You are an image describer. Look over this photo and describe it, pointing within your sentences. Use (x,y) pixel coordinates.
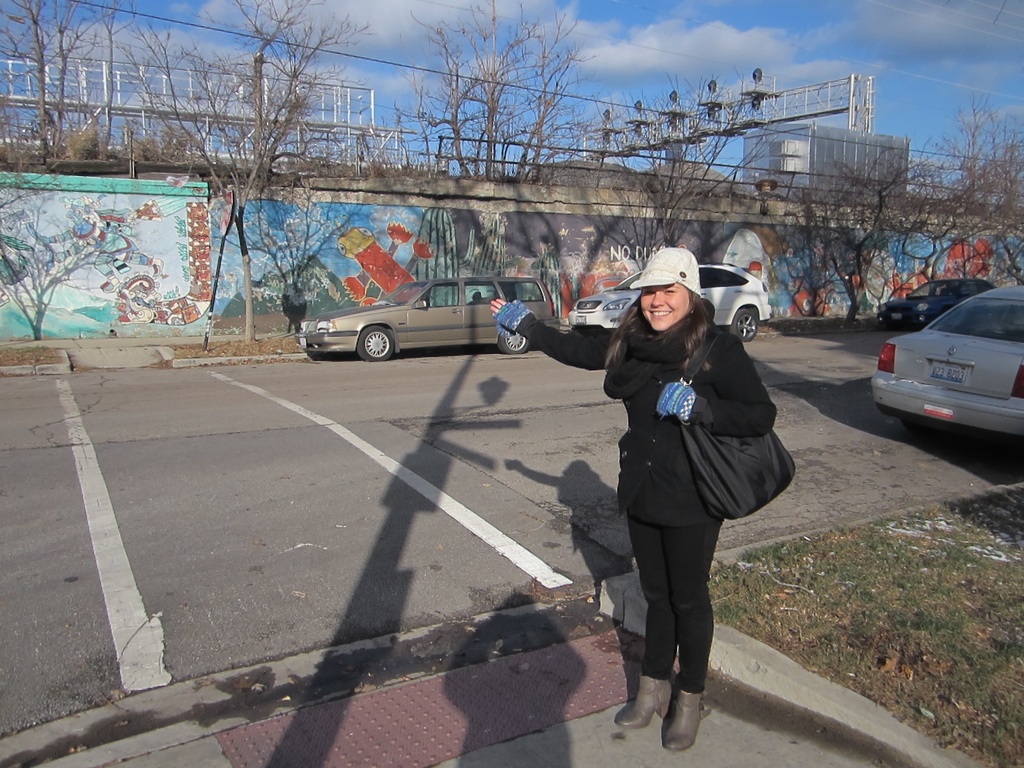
In the picture there is a woman (635,524) she is wearing black dress (731,392) and she is holding a bag (704,446) around her shoulder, she is directing her right hand (532,317) towards her right side and behind the women (613,362) there are few cars (967,354) parked beside the road (897,491) and in the background (22,318) there is a wall (258,277) with a lot of paintings (255,229) and in front of the wall (483,241) there are many trees (913,216).
